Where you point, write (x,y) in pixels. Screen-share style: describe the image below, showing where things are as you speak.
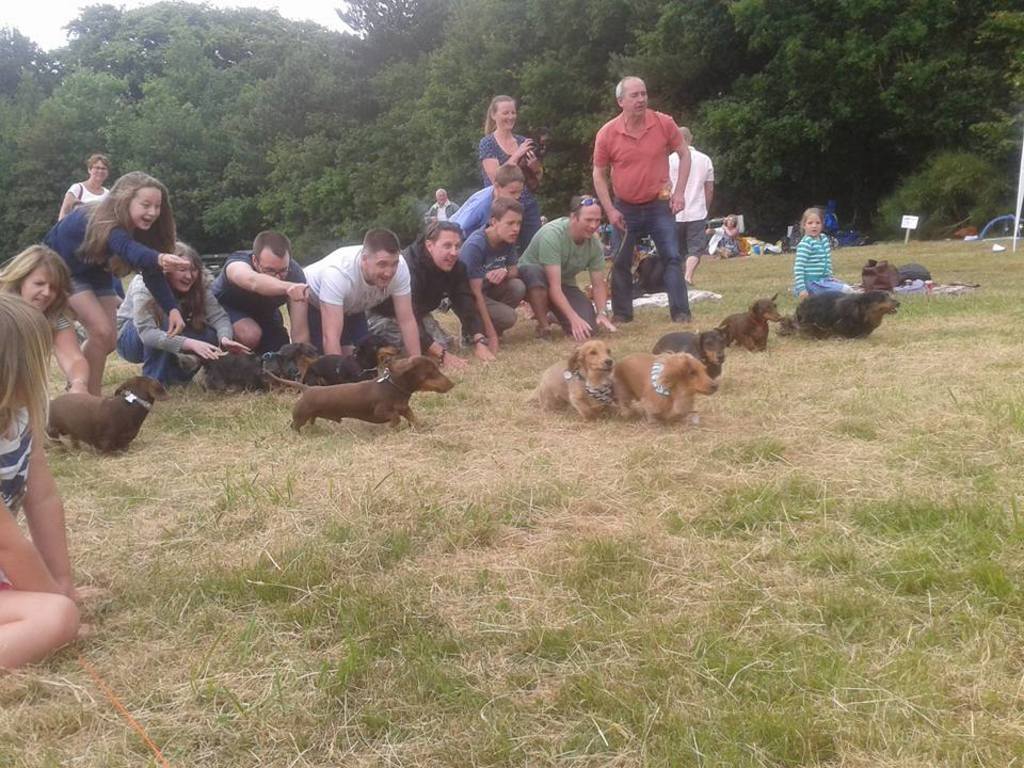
In this image there are group of people (358,297). Out of which few are in squat position and few are standing and others are sitting. In front of that dogs (426,368) are running on the grass (710,564). In the background (395,167) trees (329,187) are visible and a sky (227,1) visible of white in color. This image is taken in the ground (656,506) during day time.
